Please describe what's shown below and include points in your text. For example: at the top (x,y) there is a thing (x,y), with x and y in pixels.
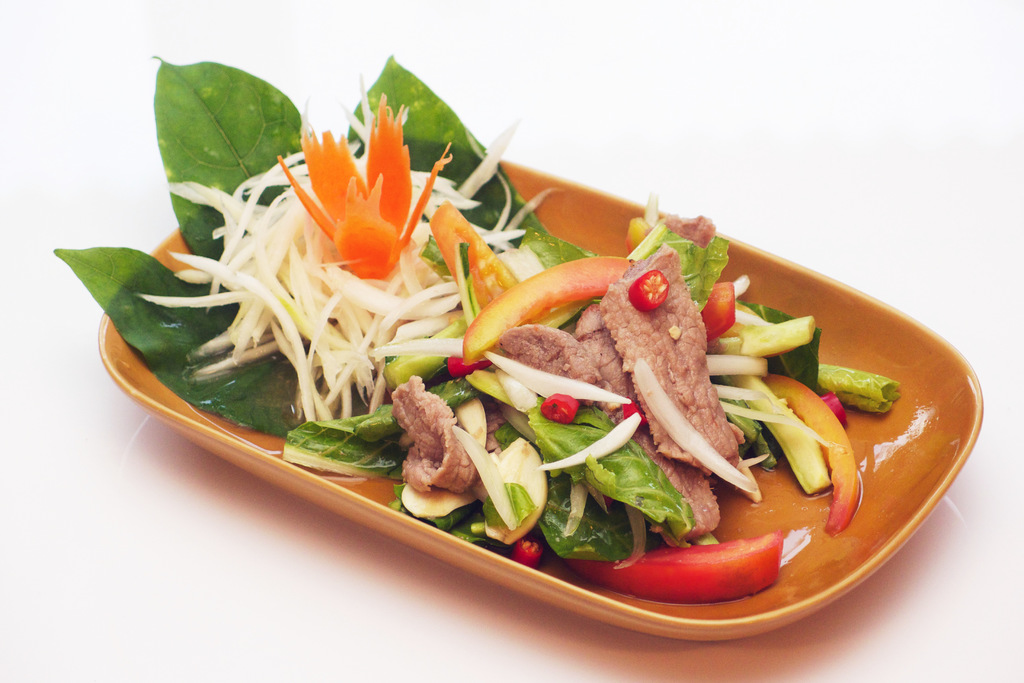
In this image there is meat (636,390), sliced tomatoes (483,359) and salad (307,323) and some other food items (270,260) in a tray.
